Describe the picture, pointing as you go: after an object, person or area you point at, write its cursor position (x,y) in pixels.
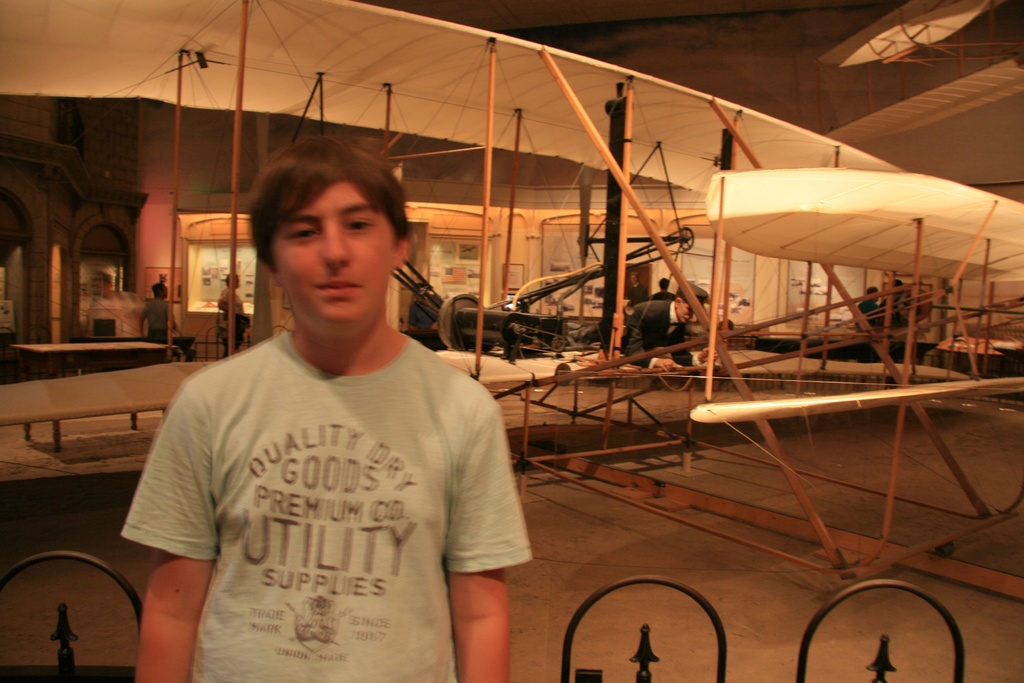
Picture consists of one boy (282,189). In background (299,106) we can find aircraft construction (206,96) one man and few people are standing.
